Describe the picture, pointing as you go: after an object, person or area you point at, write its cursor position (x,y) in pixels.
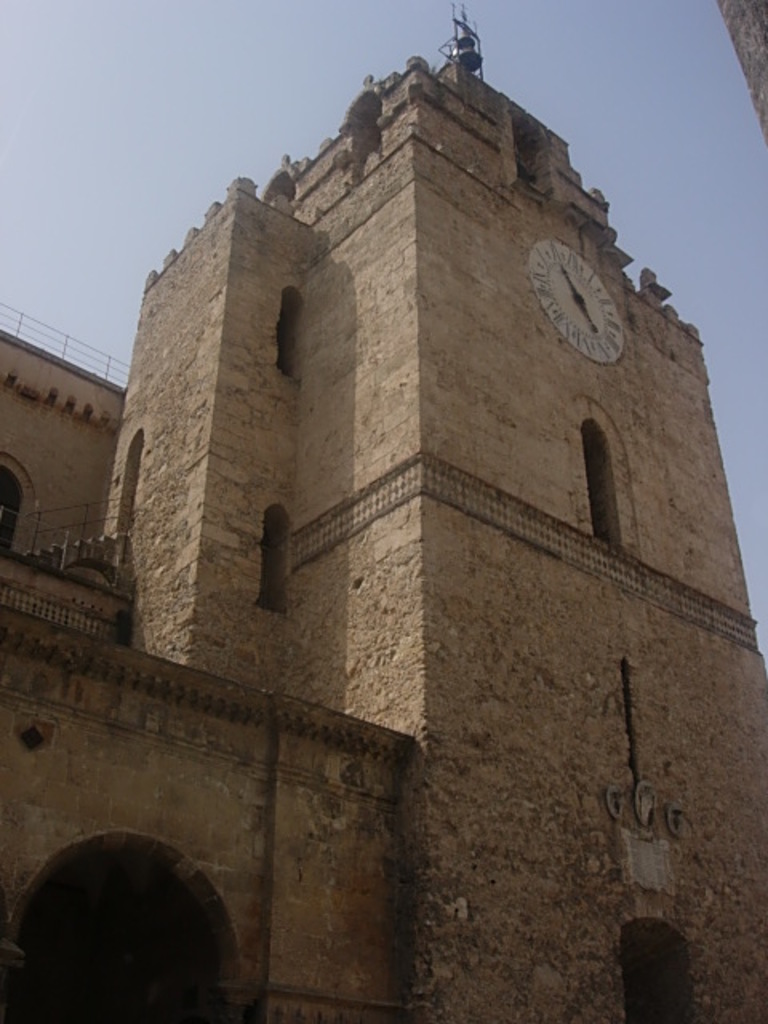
In the foreground of this image (412,878), there is wall (412,687) of a building (228,893), an arch (2,910), railing (129,374) and a clock (595,310) on it. At the top (218,82), there is the sky (158,94).
